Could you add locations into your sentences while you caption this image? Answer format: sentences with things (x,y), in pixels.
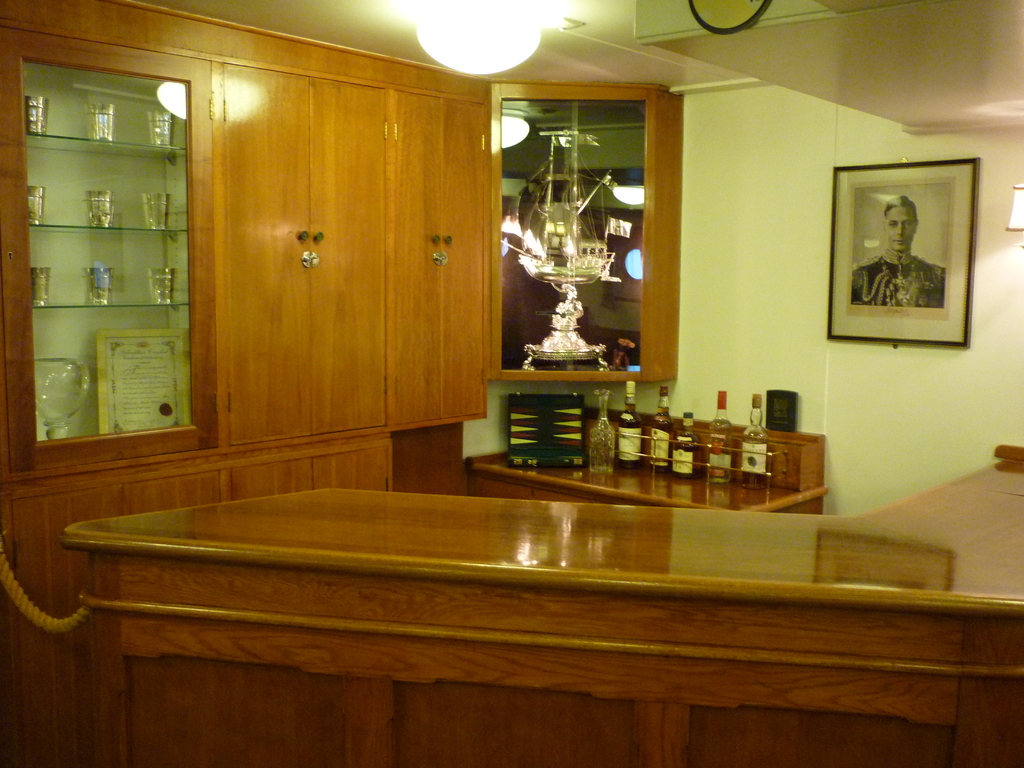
in this picture i could see the cabinets (321,271) with the glasses (107,291) displayed and a mirror (540,336) with a huge glass (581,259) or trophy (557,311) and some wine bottles (611,443) on the table (651,470) and a photo frame (865,246) hanging to the wall (838,376).
